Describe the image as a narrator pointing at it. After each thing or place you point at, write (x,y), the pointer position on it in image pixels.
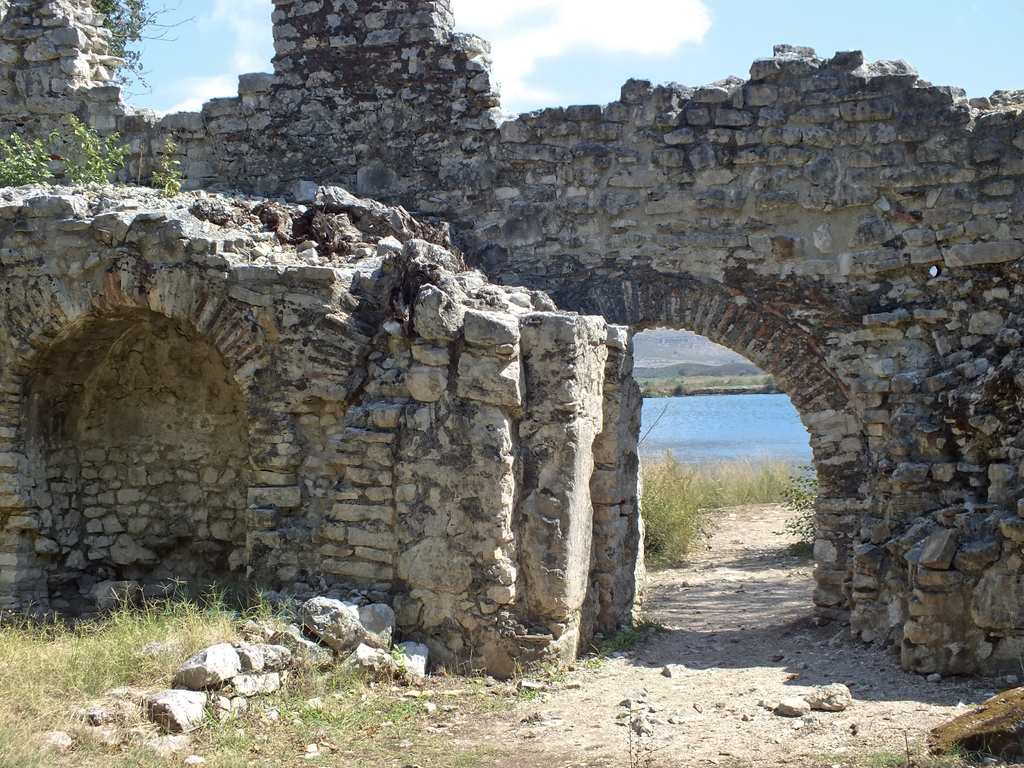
In this picture I can see a wall (170,367), rocks (190,716), grass (750,498) and plants (704,498). In the background (647,403) I can see water (686,405) and the sky (594,67).
